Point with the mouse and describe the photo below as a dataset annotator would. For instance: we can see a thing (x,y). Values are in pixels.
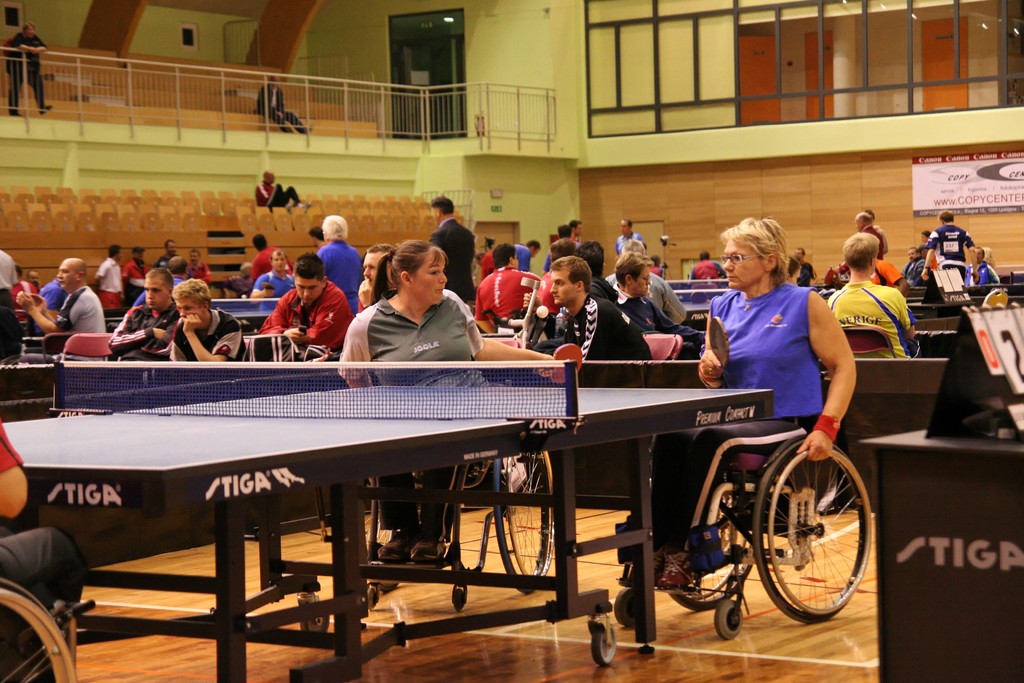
This picture is of inside, which is an Auditorium (413,65). In the foreground (364,420) there is a table-tennis table (678,427) and on the right (745,299) there is a Woman (771,334) wearing blue color t-shirt (778,388) and sitting on a wheel chair (755,491), holding a bat (712,343) and there are group of people (684,332) sitting on the chairs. In the background (470,76) there is a wall (873,187) and a wall mounted banner (981,187) and doors (949,59).
